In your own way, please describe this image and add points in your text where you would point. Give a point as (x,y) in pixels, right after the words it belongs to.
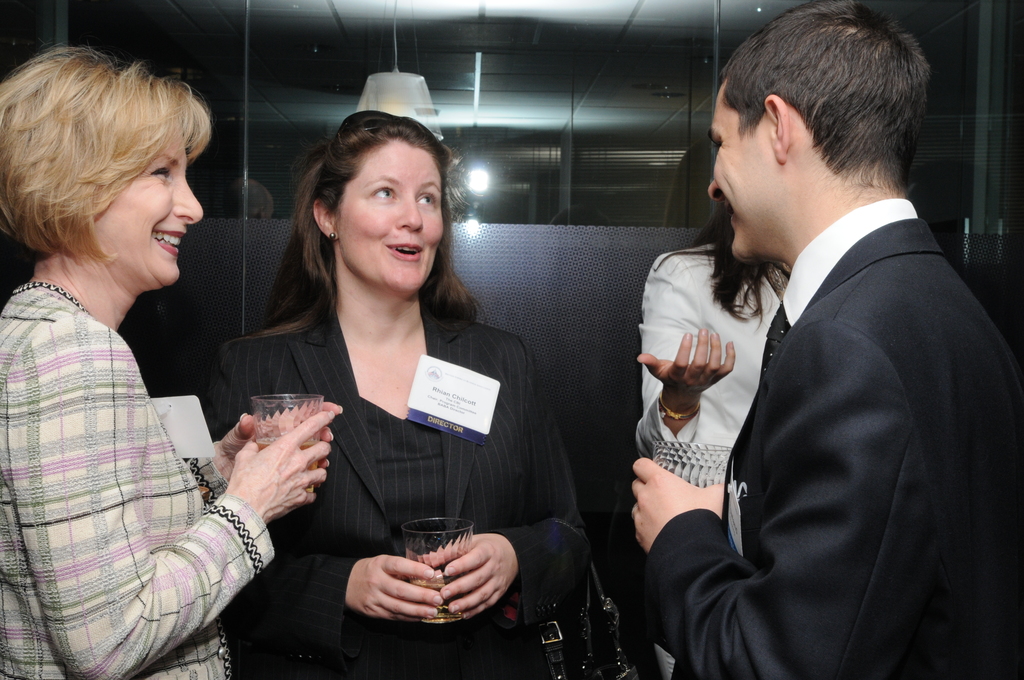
In this image I can see the group of people (324,462) with different color dresses (443,628). I can see three people (457,591) are holding the glasses (441,554). In the background (470,207) I can see the lights (484,187) in the glass (439,67).
